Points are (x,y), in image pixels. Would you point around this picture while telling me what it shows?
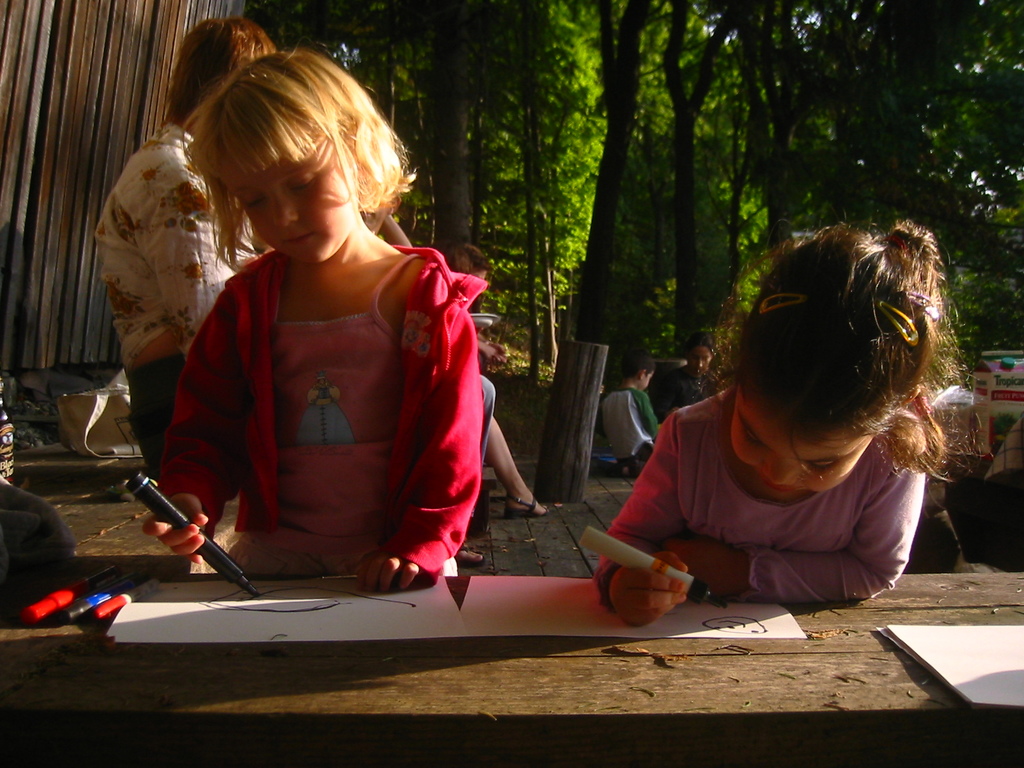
In this image, we can see a few people (611,525). Few are holding sketches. At the bottom (584,704), there is a wooden table (617,691), few papers (1020,698) sketch pens (56,597) are placed on it. Background (87,429) we can see bag (124,415), wooden poles (551,408), trees (551,216).
